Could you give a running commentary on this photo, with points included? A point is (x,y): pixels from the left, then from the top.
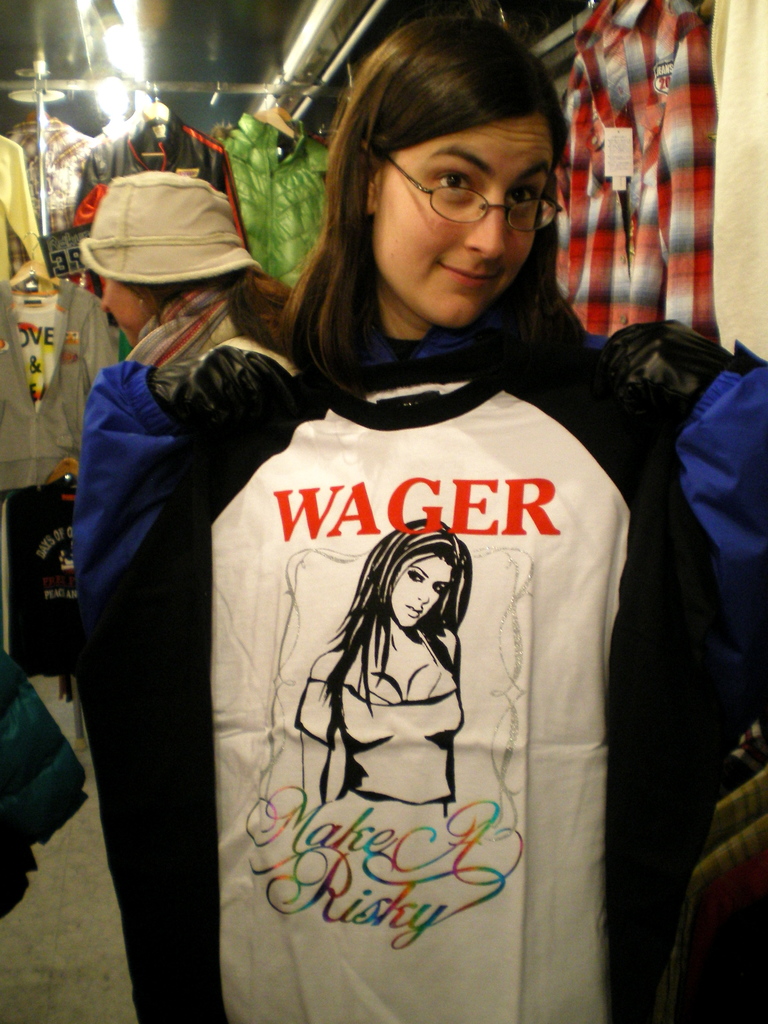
There is a girl (449,358) holding a T-shirt (388,460) in the foreground area of the image (388,460), there are clothes (290,146), lamps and a lady (199,226) in the background (235,289).
